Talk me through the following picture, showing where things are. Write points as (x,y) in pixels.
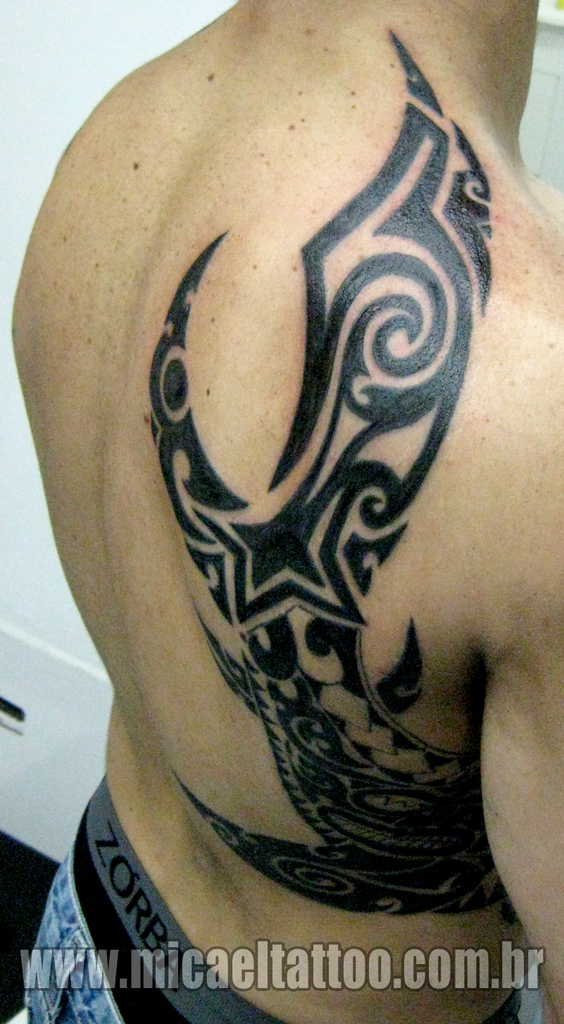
In this image there is a tattoo (194,514) on the body (234,367) of the person (196,420), there is some text (45,951) written at the bottom of the image (231,952).
